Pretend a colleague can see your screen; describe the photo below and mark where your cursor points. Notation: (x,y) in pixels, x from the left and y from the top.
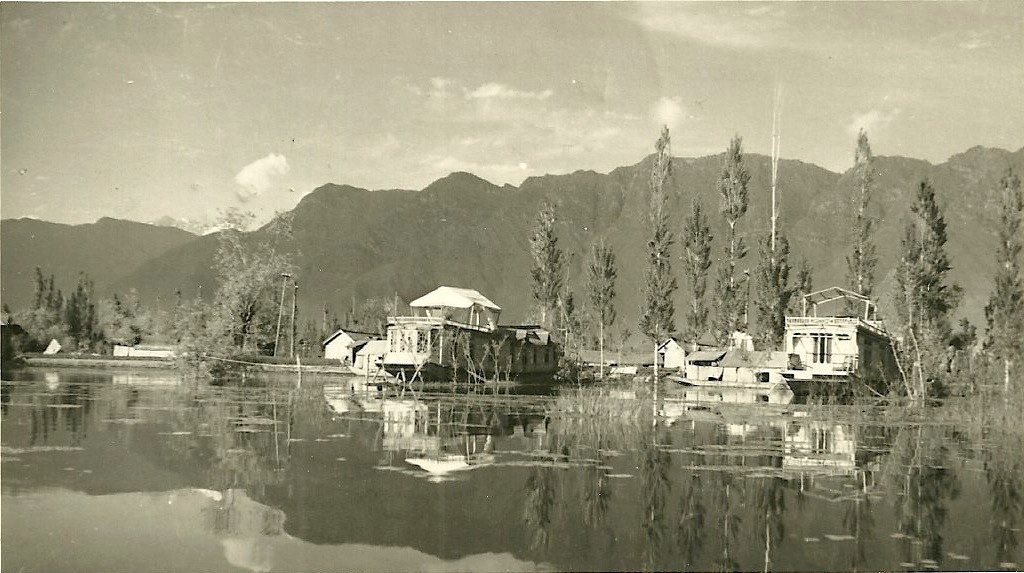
This is a black and white image. In this image I can see boats (463,361), houses (341,348), poles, trees (287,337) and mountains (702,202) in the center of the image (650,202). At the bottom of the image (216,505) I can see the reflection (316,409) of all of them in lake water (922,483). At the top of the image (446,73) I can see the sky (201,82).
